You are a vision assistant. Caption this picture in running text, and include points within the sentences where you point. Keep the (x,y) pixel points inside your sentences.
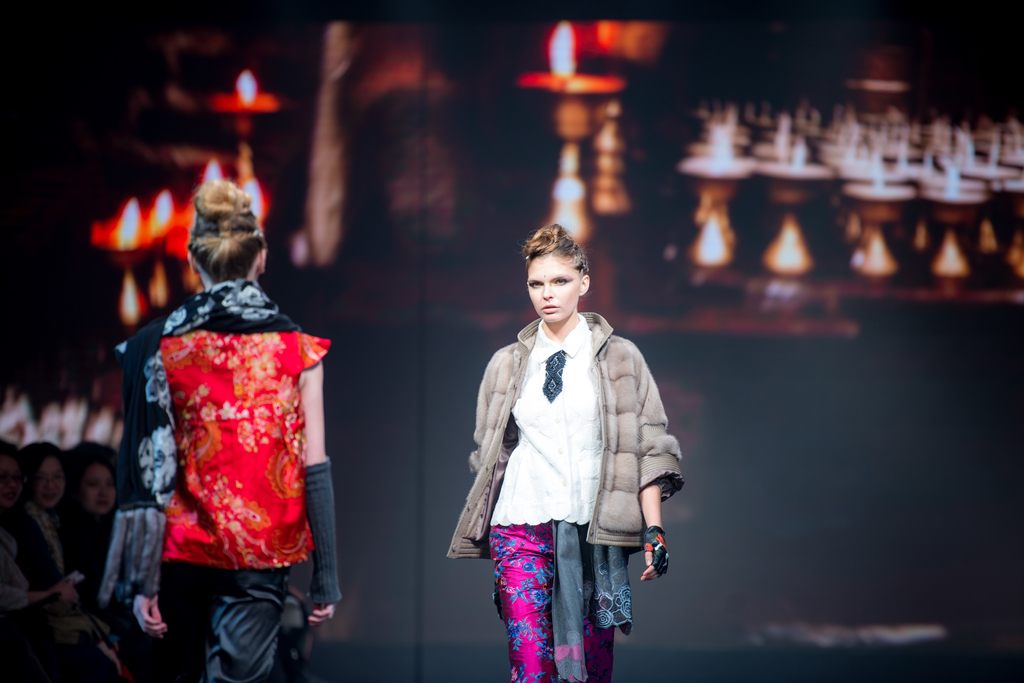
In this image I can see the group of people (217,499) with different color dresses (288,480). In the background (346,185) I can see the screen (474,239).
